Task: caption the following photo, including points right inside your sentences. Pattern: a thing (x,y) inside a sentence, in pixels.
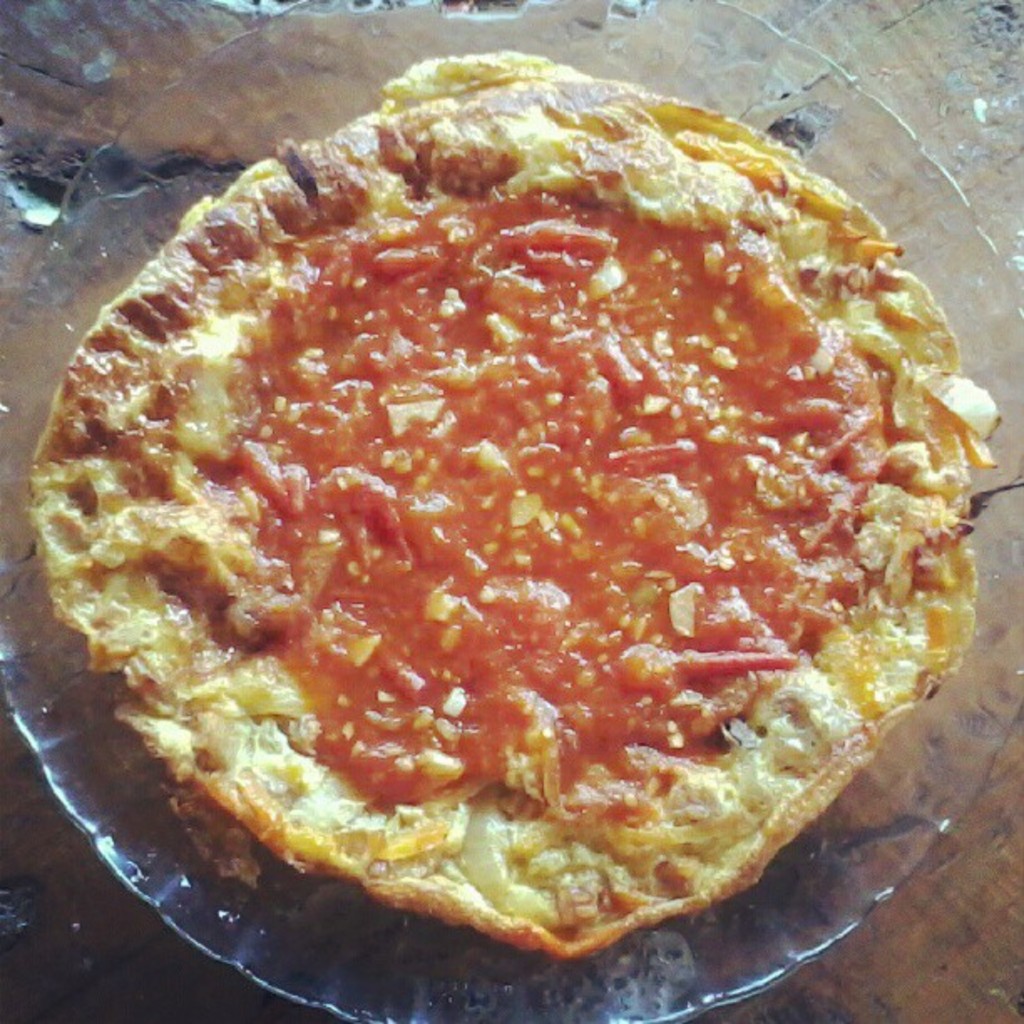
In the center of the image (520,518) there is a food item (571,531) in a plate (324,975).
